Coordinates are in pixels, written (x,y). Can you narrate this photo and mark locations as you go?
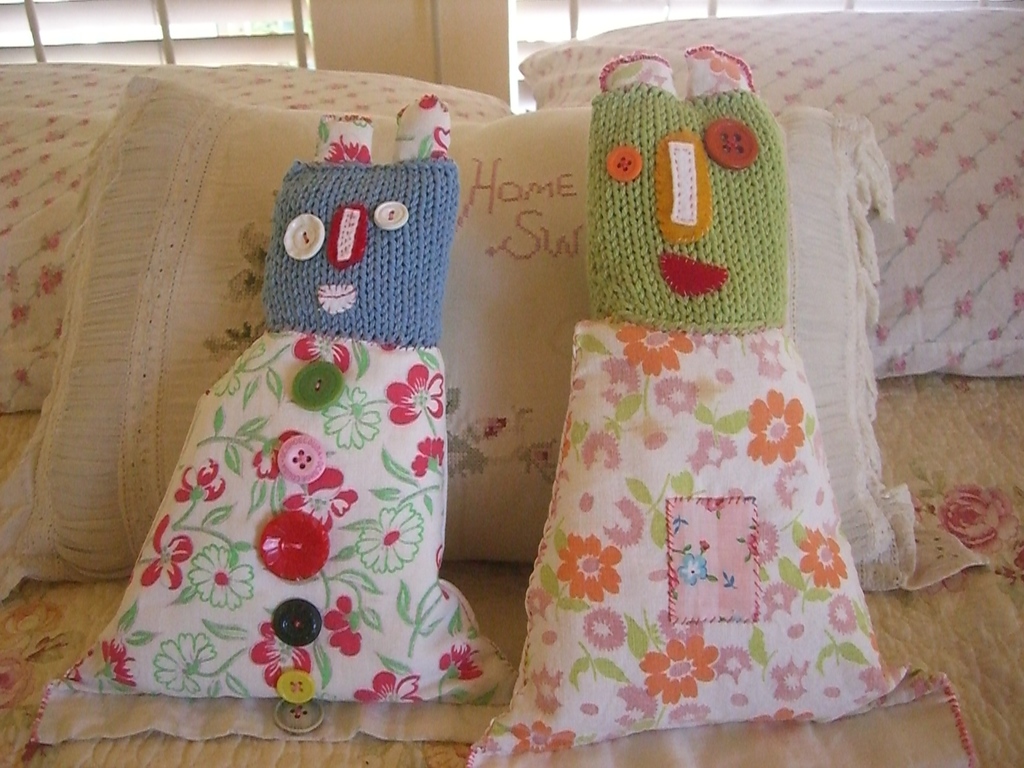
In this image I see the couch (946,497) on which there are cushions (42,159) and I see something is written over here.
